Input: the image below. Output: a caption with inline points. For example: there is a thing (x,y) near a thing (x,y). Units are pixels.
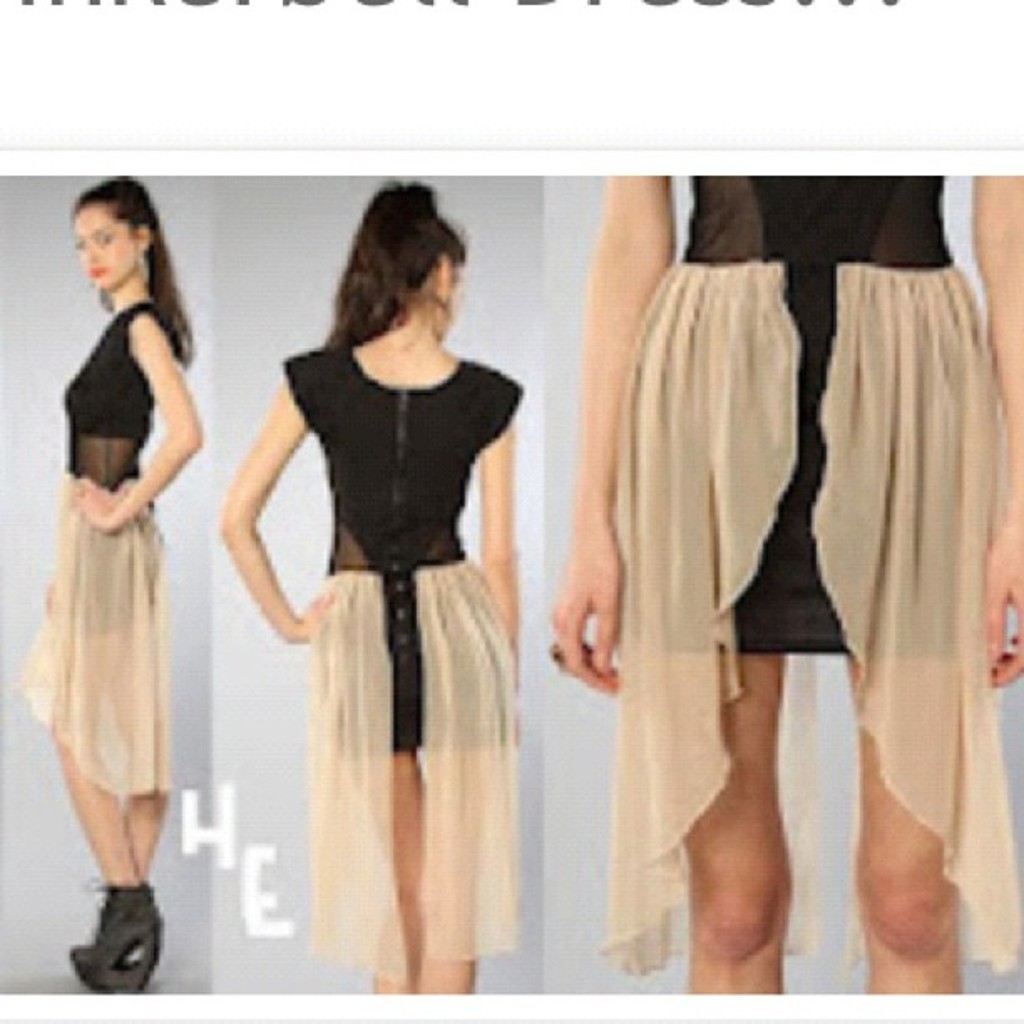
In this picture we can observe three images of woman (769,861) wearing black and beige color dress (384,534). The background (253,253) is in grey color.
